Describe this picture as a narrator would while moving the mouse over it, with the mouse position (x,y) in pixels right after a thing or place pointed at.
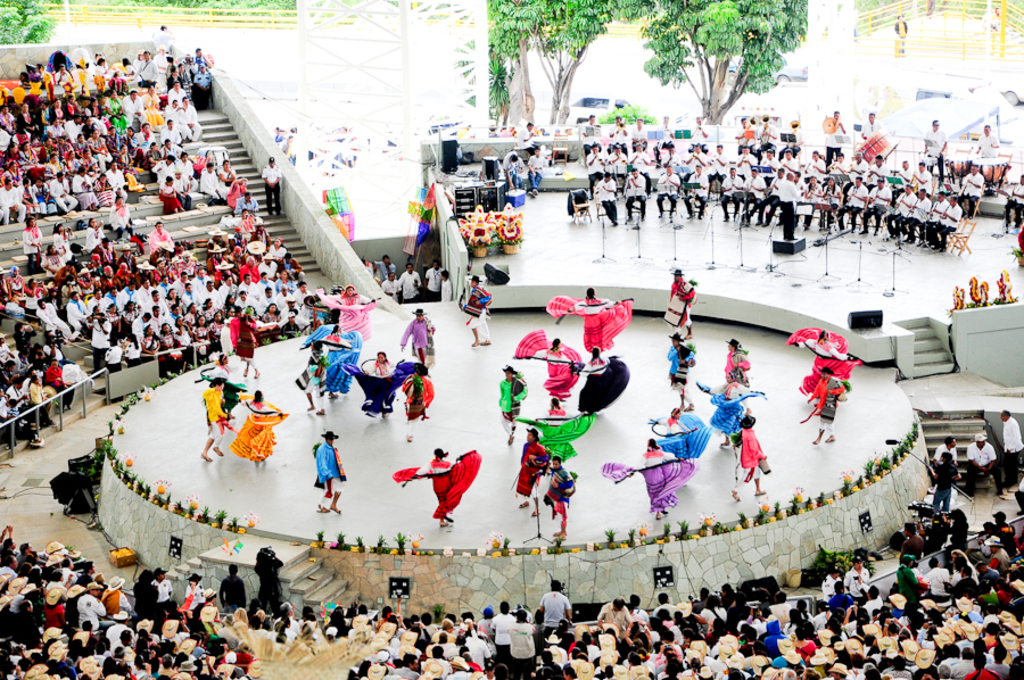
In this image we can see a group of people (329,438) standing on the stage (415,501) wearing the costumes (344,460). We can also see some plants (477,244) in the pots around the stage (380,489). We can also see a group of people (90,606) sitting and the staircases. On the backside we can see a group of people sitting on the chairs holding the musical instruments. We can also see some speaker boxes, a group of trees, some metal poles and a fence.
